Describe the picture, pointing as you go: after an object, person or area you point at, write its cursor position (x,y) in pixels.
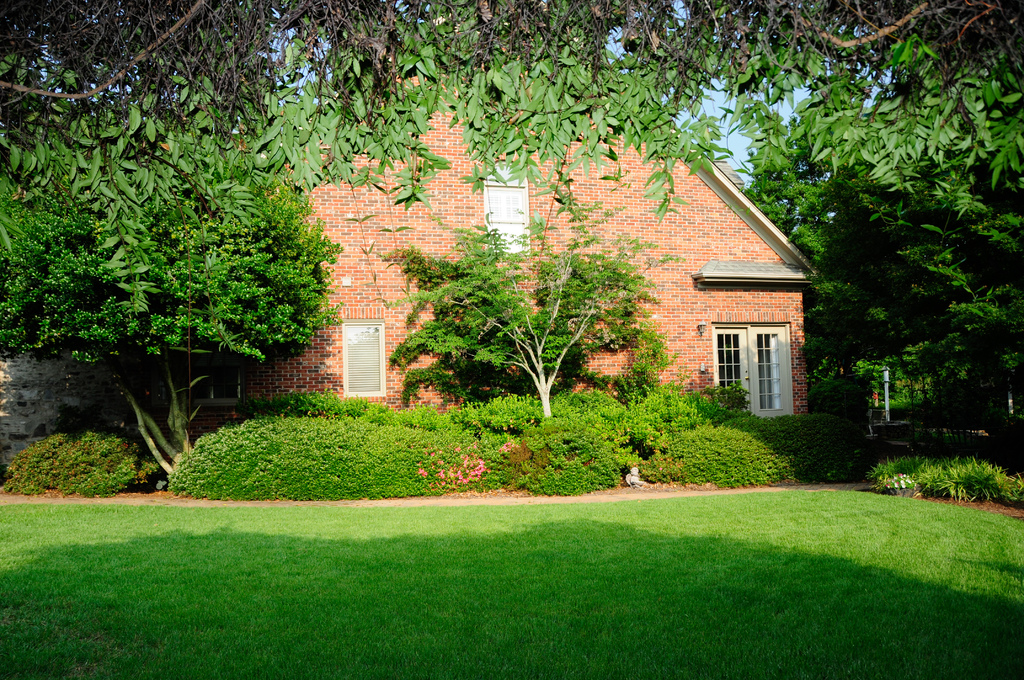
In this image in the center (448,239) there is one house (716,306) and in the background (240,321) there are some trees (762,186) and plants (371,428), at the bottom (486,574) here is a grass (467,627).
